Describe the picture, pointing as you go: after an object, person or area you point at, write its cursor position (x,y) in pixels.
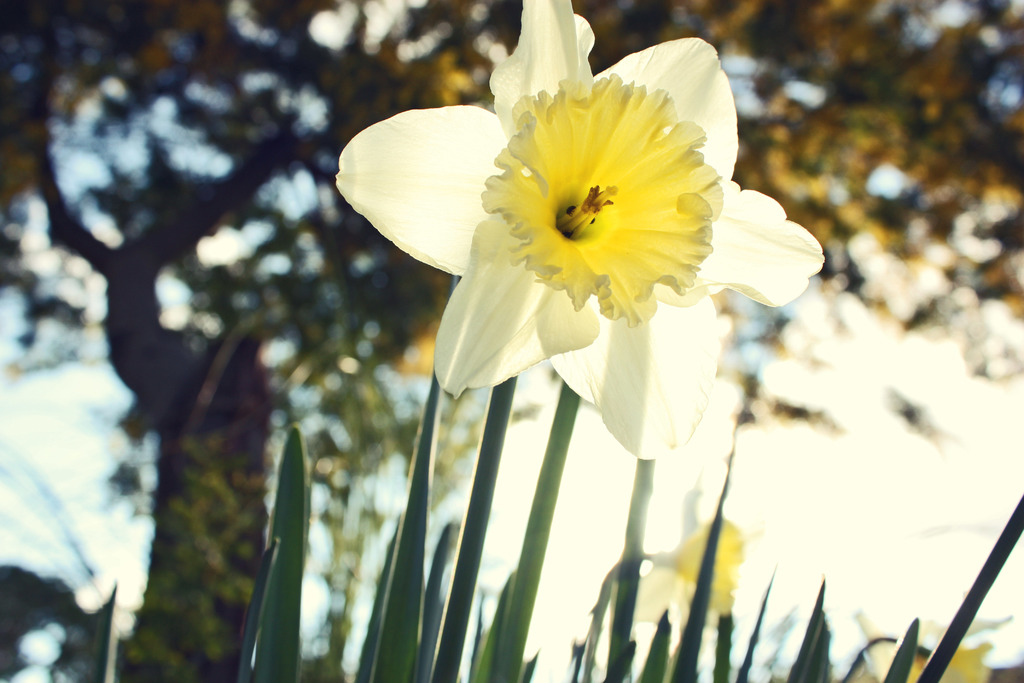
There is a flower (594,223) in the foreground area of the image (456,383), it seems like plants (354,516), a tree (221,478) and the sky (775,523) in the background (154,349).
